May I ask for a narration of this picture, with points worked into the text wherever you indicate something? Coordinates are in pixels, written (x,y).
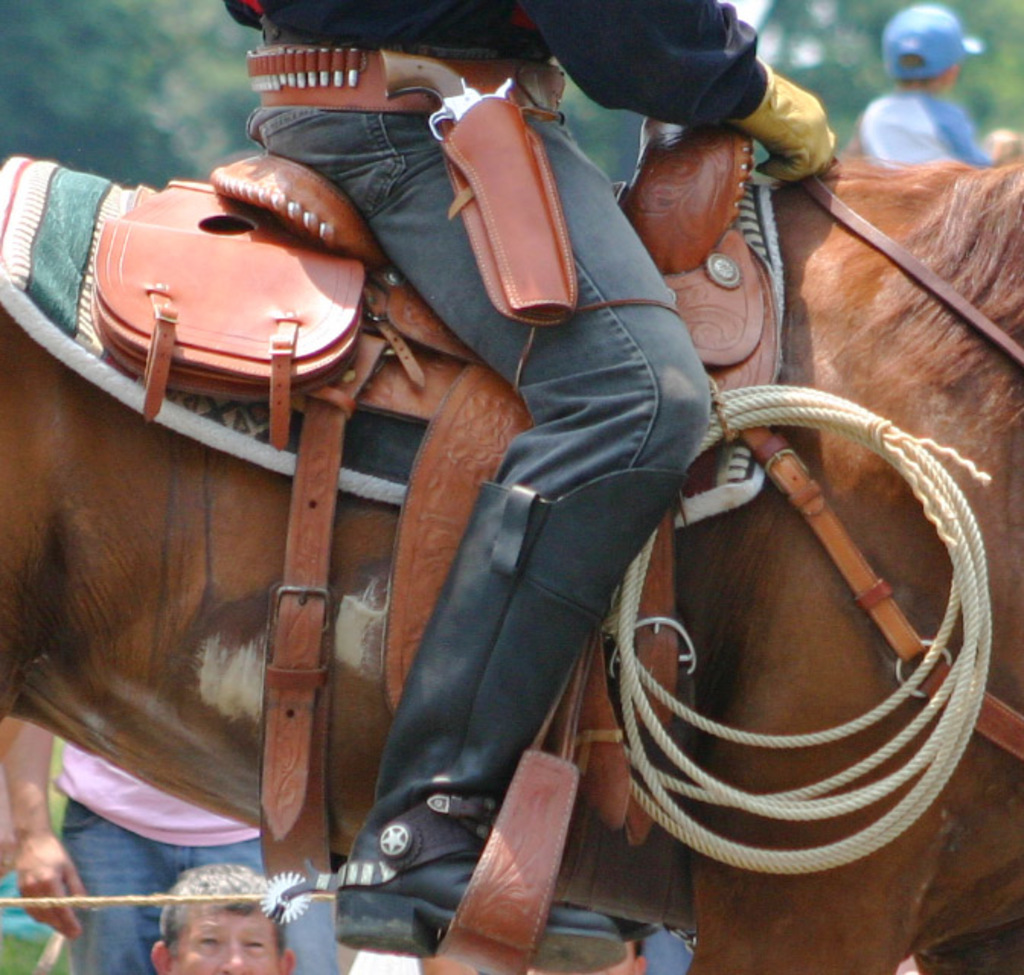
In this image there is a person (441,210) sitting on the horse (854,385), on the horse (816,350) there are ropes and some other objects (424,361) and there are a few people (245,926) standing, on the top right side of the image (884,102) there is a person (903,93). In the background (156,71) there are trees (91,88).
